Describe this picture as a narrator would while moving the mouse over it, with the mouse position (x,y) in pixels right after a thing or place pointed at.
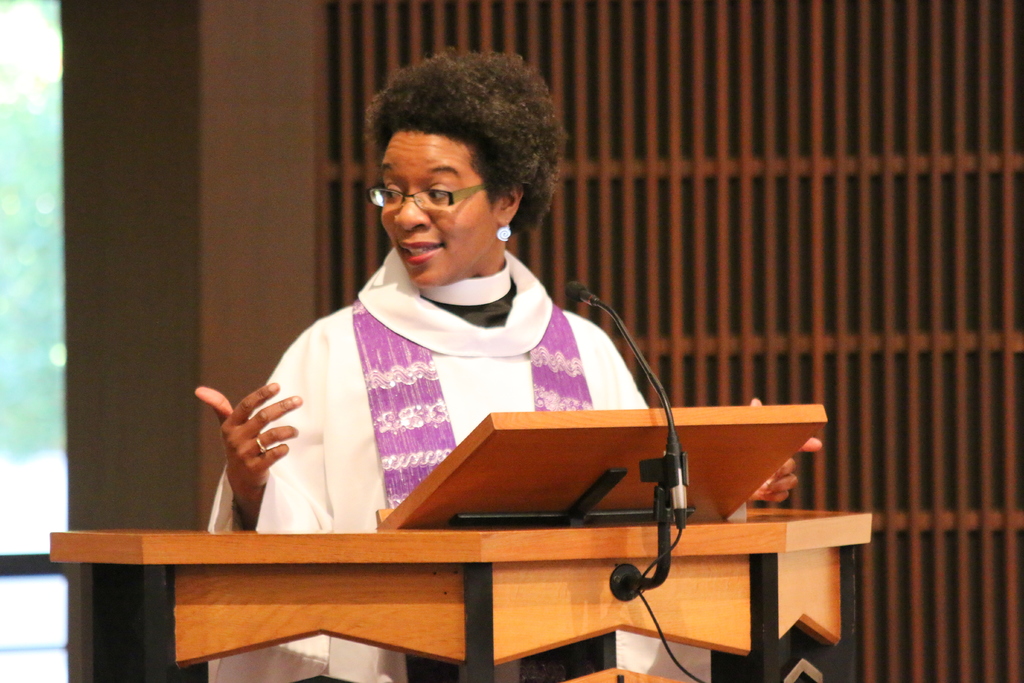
In this image I can see a woman (360,528) is standing. I can see she is wearing white color dress (360,419), specs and I can also see purple colour cloth (425,421) on her shoulders (572,348). In front of her I can see a wooden podium (413,574) and a mic (667,503).
